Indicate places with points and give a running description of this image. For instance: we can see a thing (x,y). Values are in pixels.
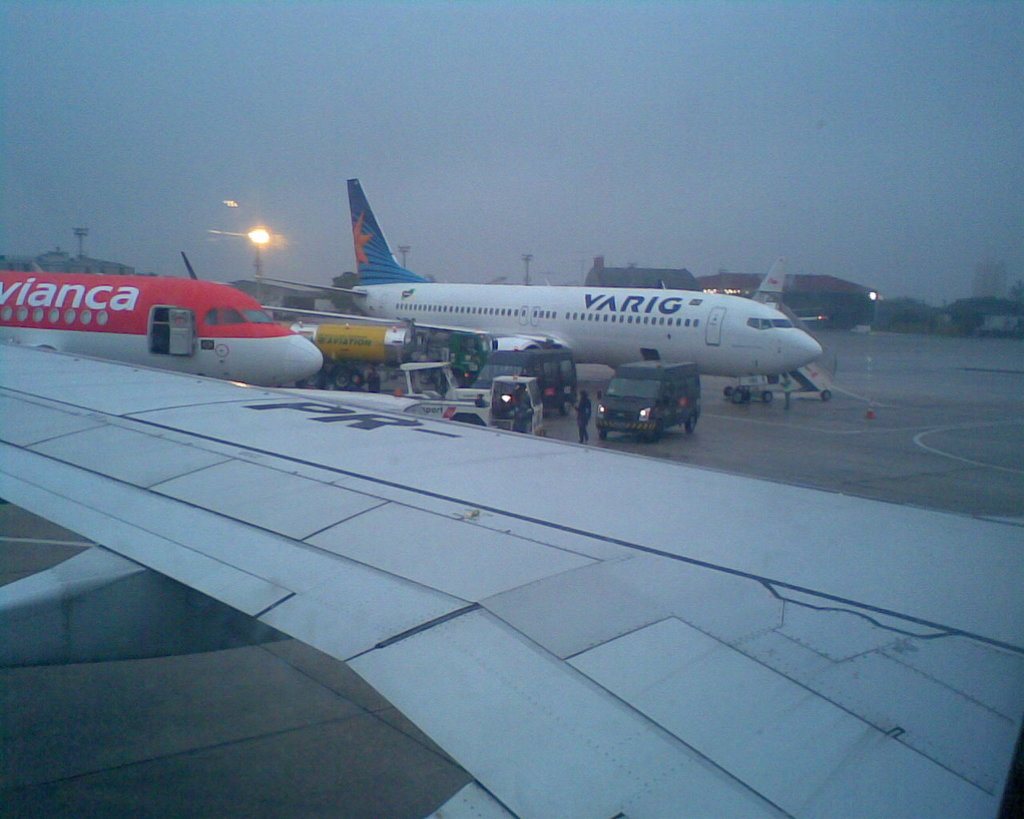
In this image we can see some airplanes (342,431), vehicles (438,412) and there are some persons (524,430) standing and in the background of the image (155,176) there are some shed (130,273), lights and cloudy sky (526,123).
